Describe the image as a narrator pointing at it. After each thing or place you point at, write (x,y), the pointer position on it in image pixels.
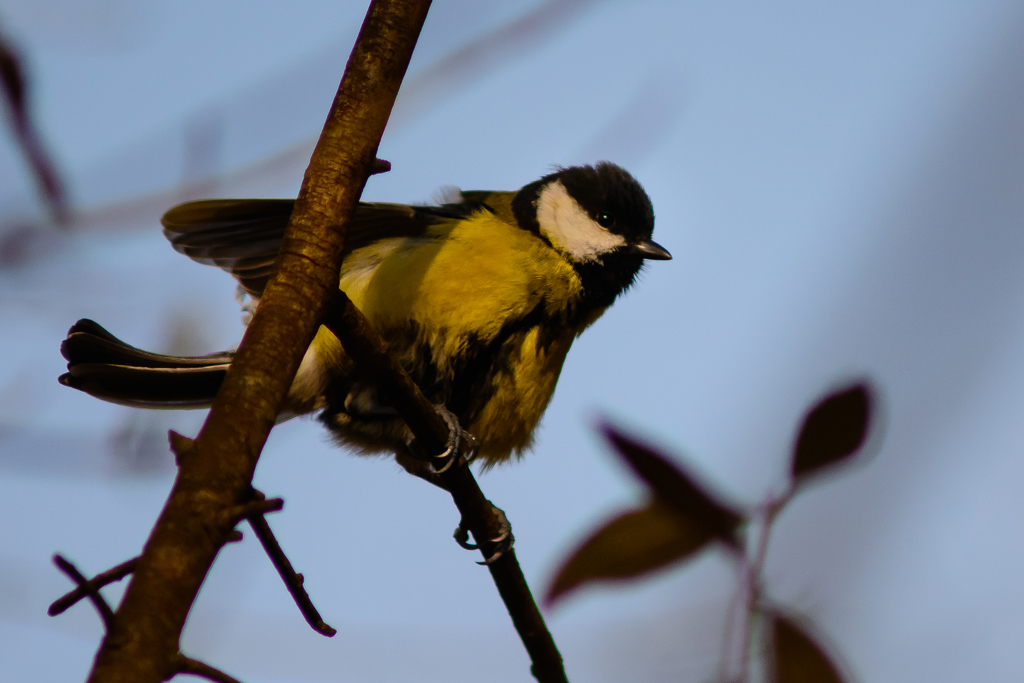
In the center of the image (483,340), we can see a bird (483,340) on the stem stalk (426,435) and in the background (661,126), there is sky (791,150).
